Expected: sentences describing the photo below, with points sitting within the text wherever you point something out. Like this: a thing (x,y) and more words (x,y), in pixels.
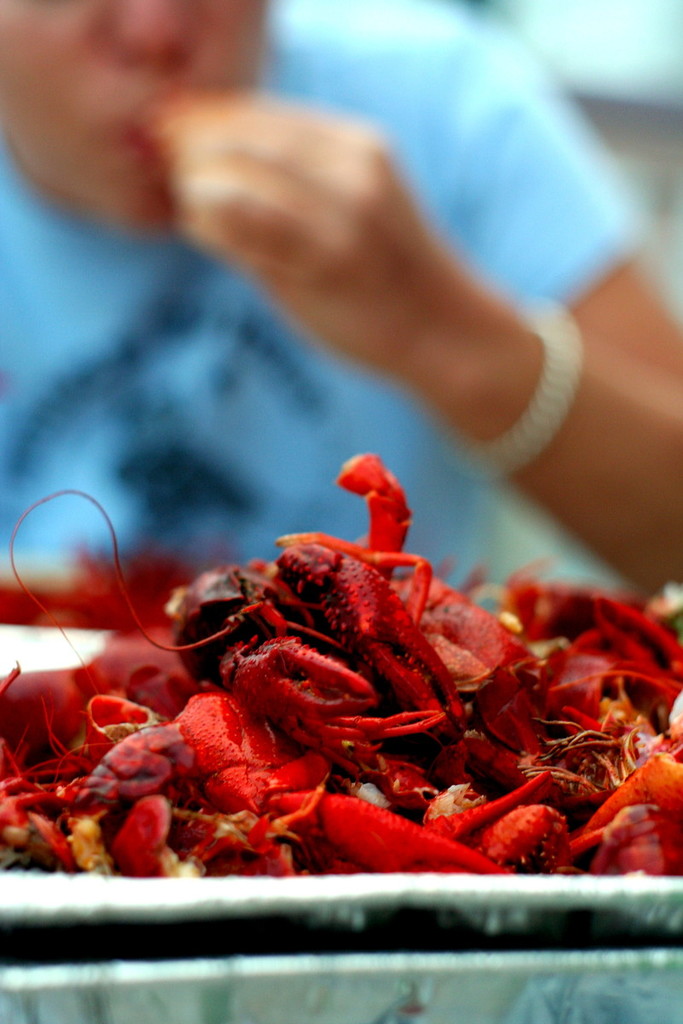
In the center of the image (309,650) we can see crawfish (313,752) placed on the table (318,971). In the background (291,392) there is a person (291,392).
